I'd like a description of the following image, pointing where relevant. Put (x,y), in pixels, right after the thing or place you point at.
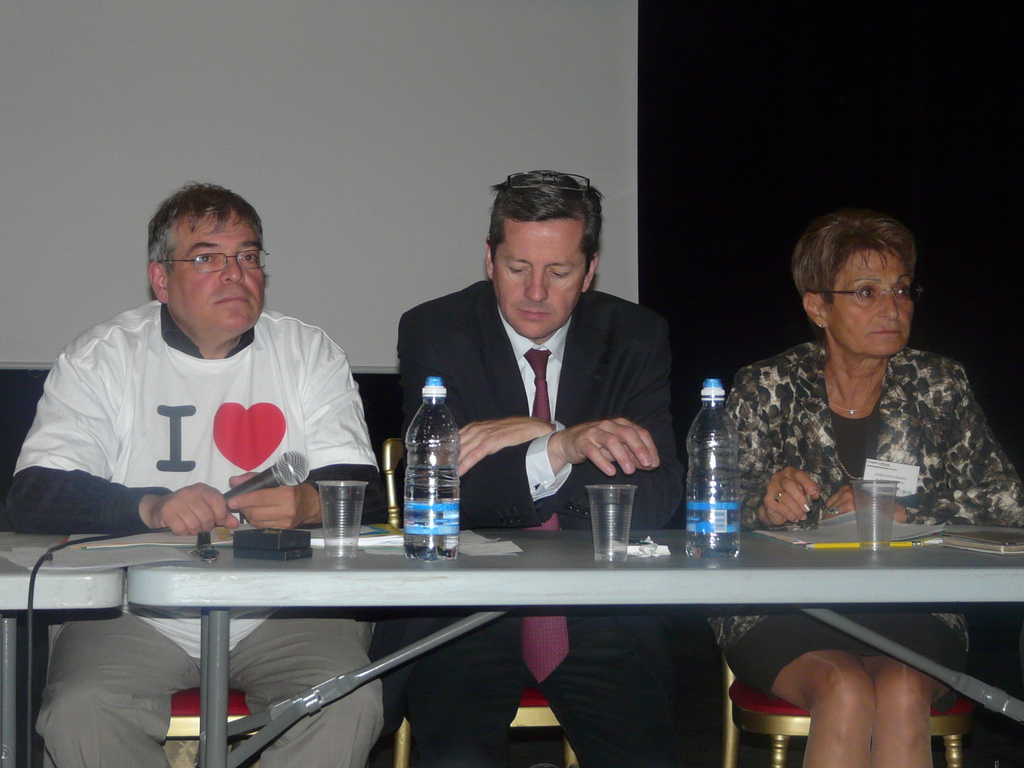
There is a table (670,593) of white color, on that there are some glasses (868,513), and some bottles (436,462), and a microphone (267,480). There are some peoples (578,483) sitting in the chairs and a man (209,495) holding a microphone (250,483), in the background (380,268) there is a white color wall (301,133).
